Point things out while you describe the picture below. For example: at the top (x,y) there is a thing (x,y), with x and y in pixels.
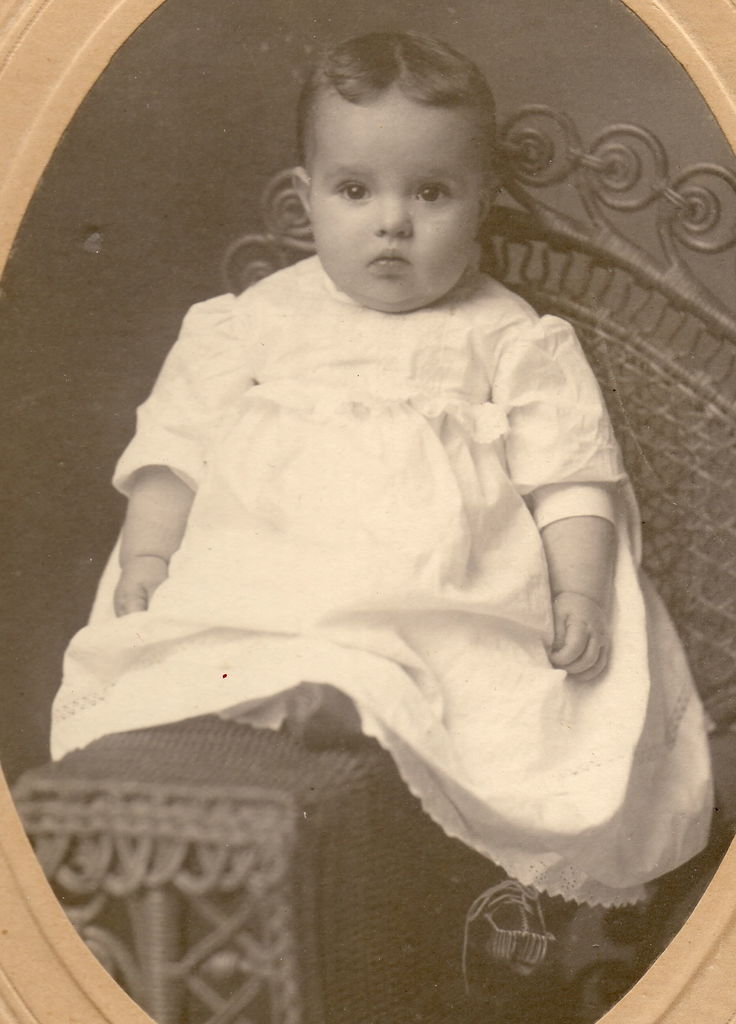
In this image in the center (322,658) there is one baby (305,655) who is sitting on chair (240,730).
